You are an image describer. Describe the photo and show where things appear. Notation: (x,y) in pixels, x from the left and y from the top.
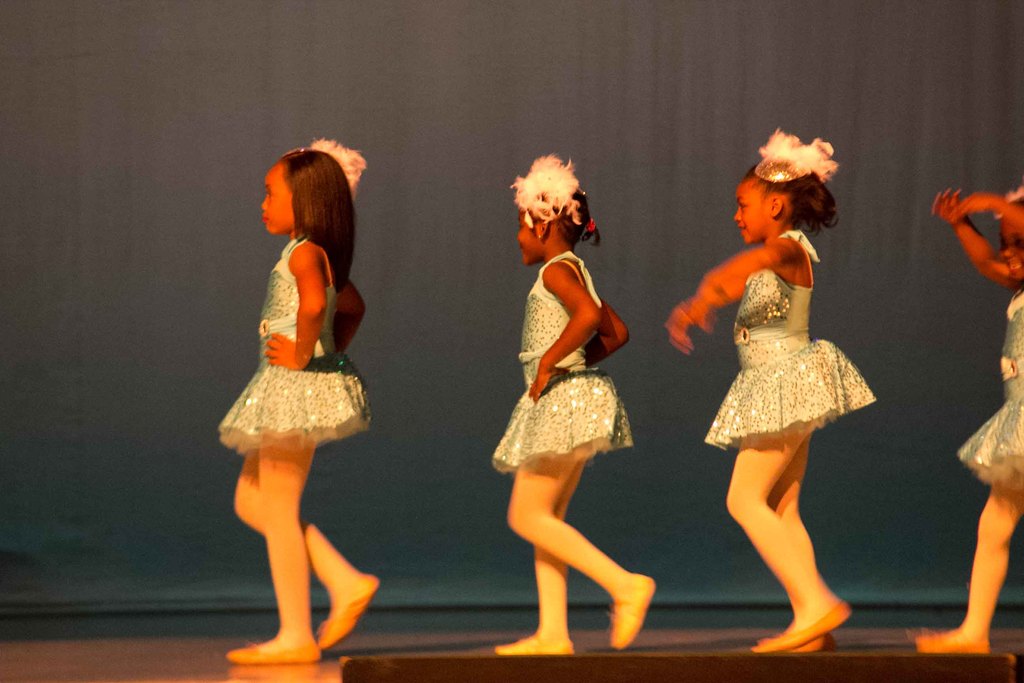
This image is taken indoors. At the bottom of the image (156,647) there is a floor (467,647). In the background (158,146) there is a cloth (450,224) which is dark blue in color. In the middle of the image (550,436) four kids (611,595) are walking on the floor (573,633).
